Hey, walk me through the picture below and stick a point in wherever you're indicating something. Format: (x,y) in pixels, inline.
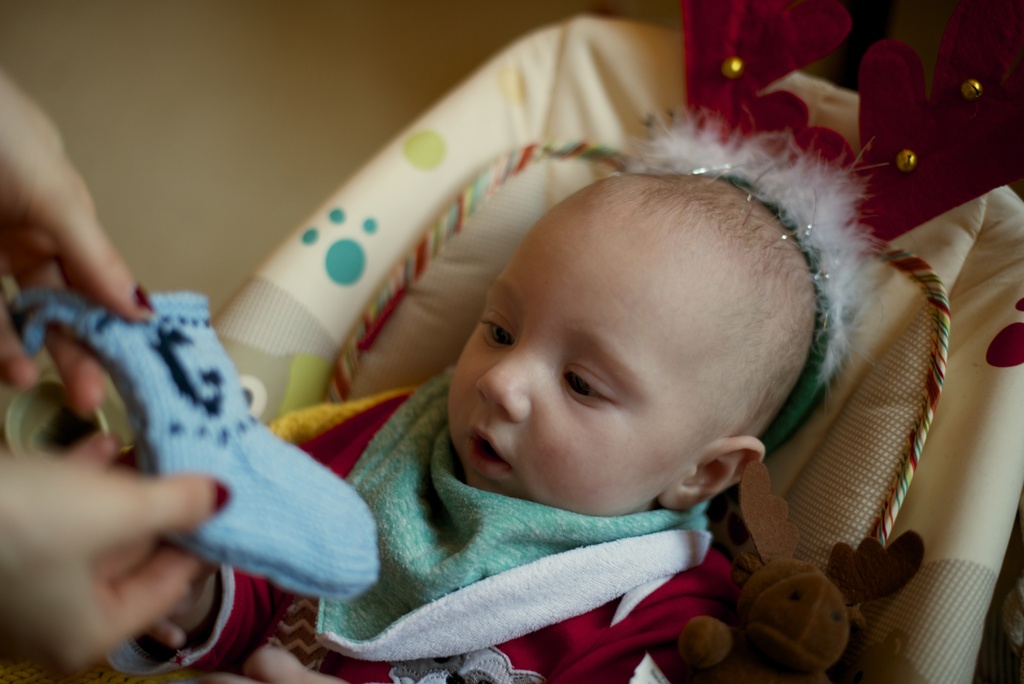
In the picture we can see a baby (680,493) lying on the small bed (942,480) and on the baby (551,408) we can see some person hands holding a sock (343,592) which is blue in color.
